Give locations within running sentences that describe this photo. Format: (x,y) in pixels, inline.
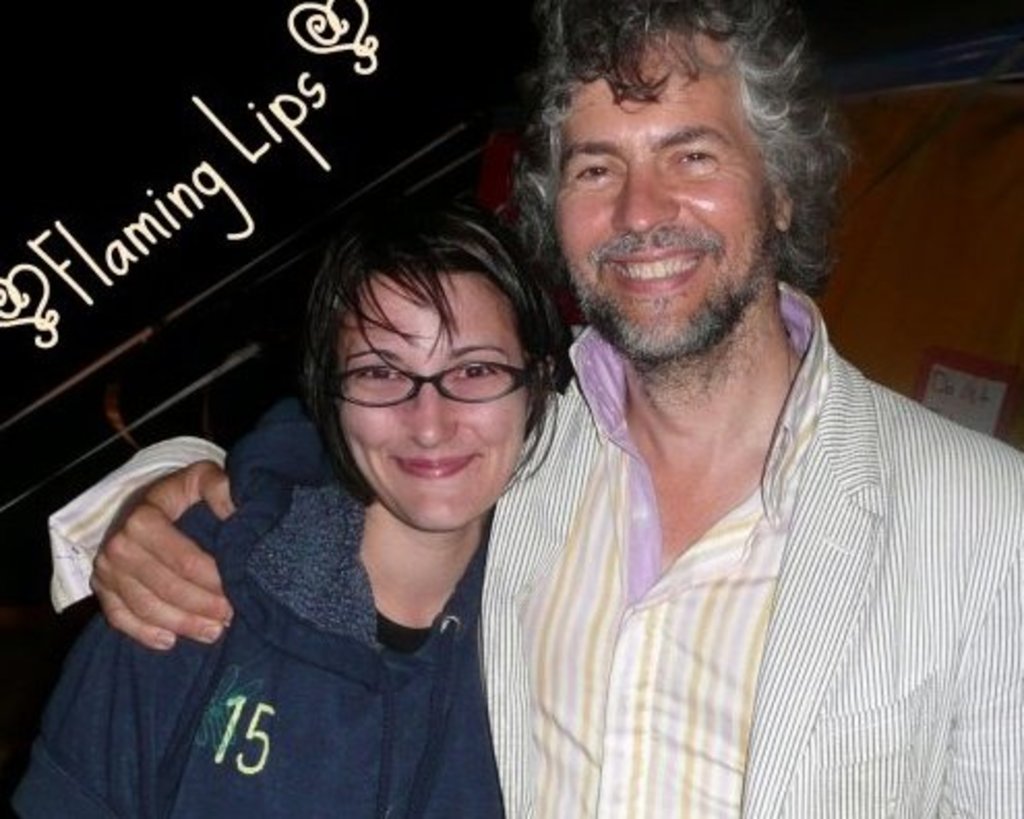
On the right side (879,461), there is a person (844,457) in a shirt (692,637), smiling and holding a shoulder (246,551) of a woman (512,348) who is wearing a spectacle (509,391). On the top left (332,36), there is a watermark (370,39). And the background (1001,316) is dark in color.
